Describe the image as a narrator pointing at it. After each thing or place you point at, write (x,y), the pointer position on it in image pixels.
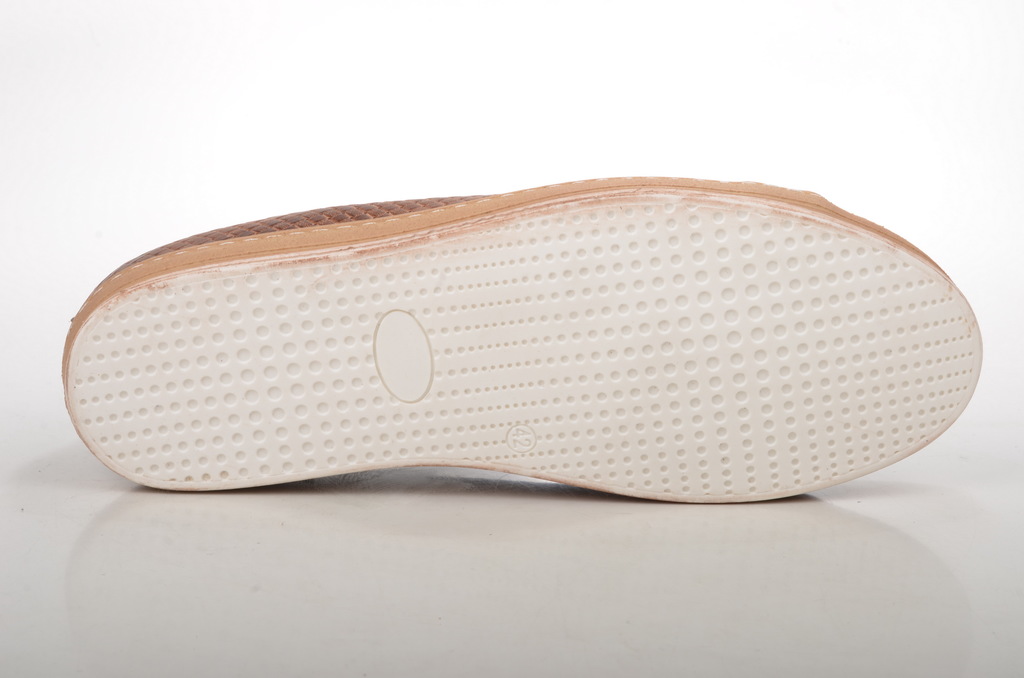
Here in this picture we can see a shoe (397,301) present on the floor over there.
